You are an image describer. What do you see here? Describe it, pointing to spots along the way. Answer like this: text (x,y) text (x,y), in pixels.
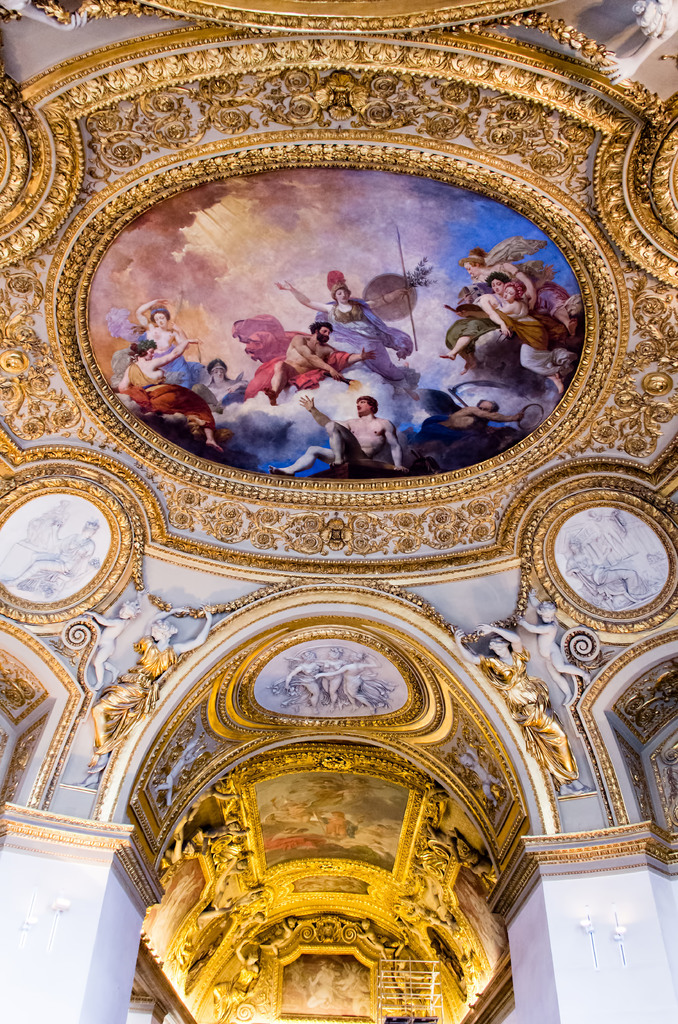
In this image I can see roof (330,618) of a building (50,454) and on the top of roof (56,162) of building (387,75) I can see painting (490,294), on the painting (374,184) I can see colorful images (166,370) of persons (142,376).
